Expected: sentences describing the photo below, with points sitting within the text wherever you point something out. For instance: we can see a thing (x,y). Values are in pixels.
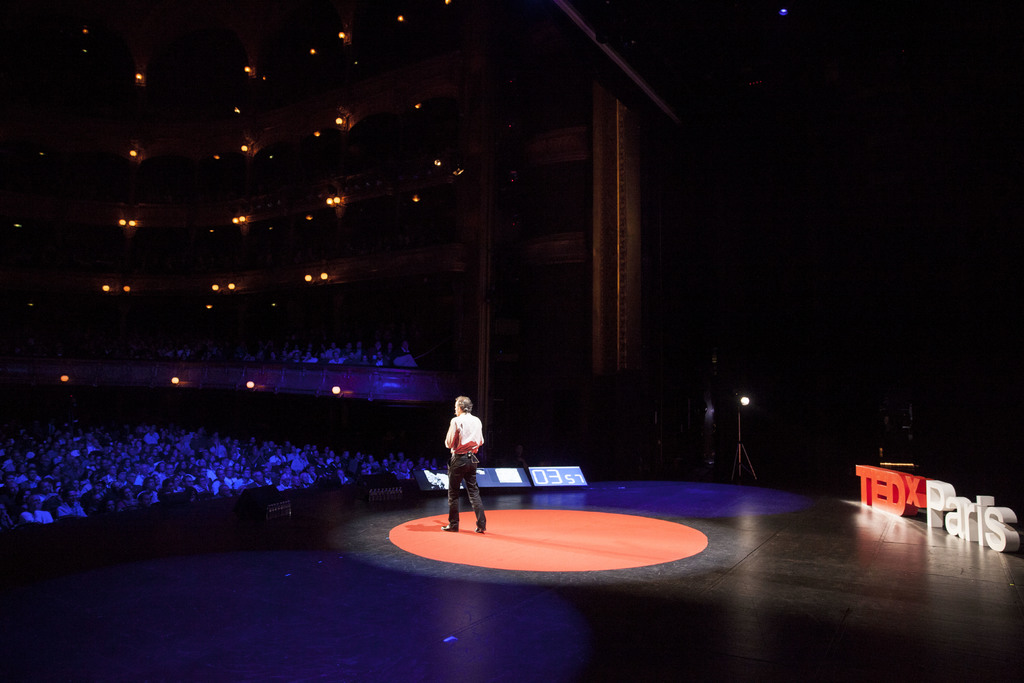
In the center of the image (468,434) we can see a man (483,525) standing on the stage (517,520). On the left (96,452) there are people (76,465) sitting. At the top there are lights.
